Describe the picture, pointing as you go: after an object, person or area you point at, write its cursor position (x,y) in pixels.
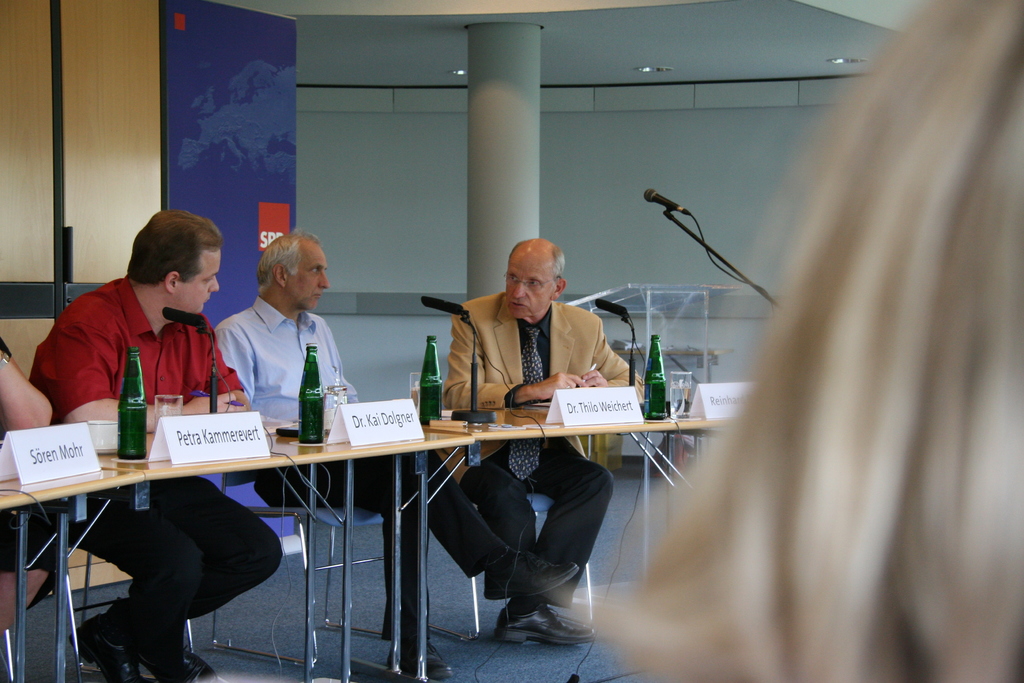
There are few people (267,403) sitting. In front of them there are tables (276,444). On that there are name boards (214,443), bottles (423,386), glasses (337,398) and many other items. In the back (500,178) there is a pillar (494,146). Also there is a mic stand (676,218) with mic (658,203). On the ceiling (616,66) there are lights (835,59).
